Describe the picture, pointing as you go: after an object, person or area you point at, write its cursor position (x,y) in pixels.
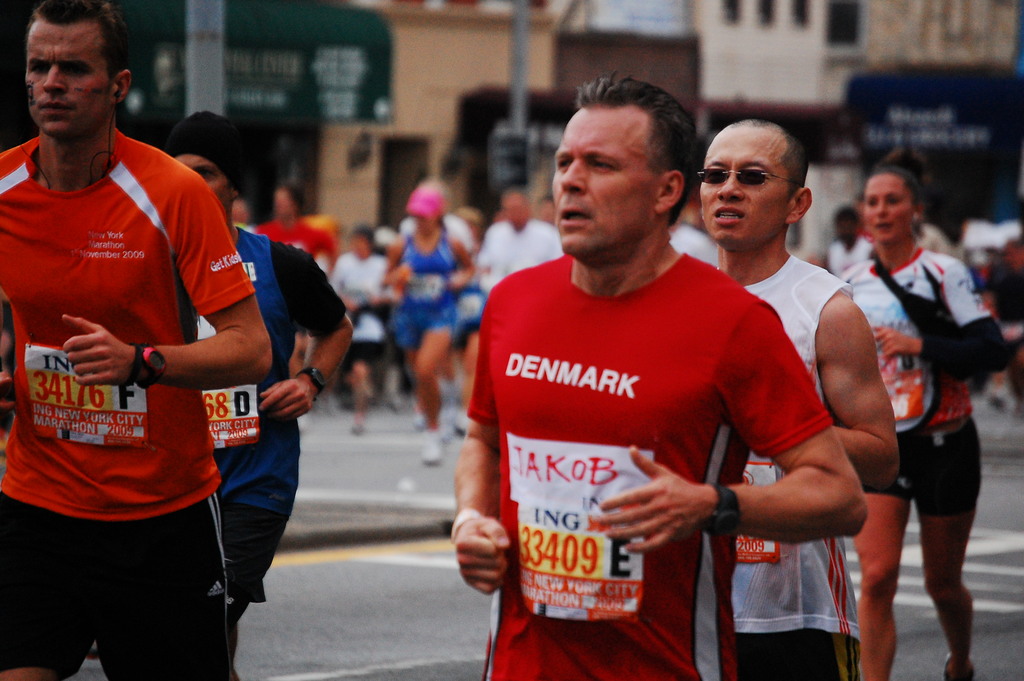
In this image in the foreground (178,265) there are some persons (544,341) who are running, and in the background (362,262) also there are group of people (506,227) who are running and also there are some buildings (439,87), poles (526,89) and some boards (906,142). At the bottom (397,609) there is road (354,605).
